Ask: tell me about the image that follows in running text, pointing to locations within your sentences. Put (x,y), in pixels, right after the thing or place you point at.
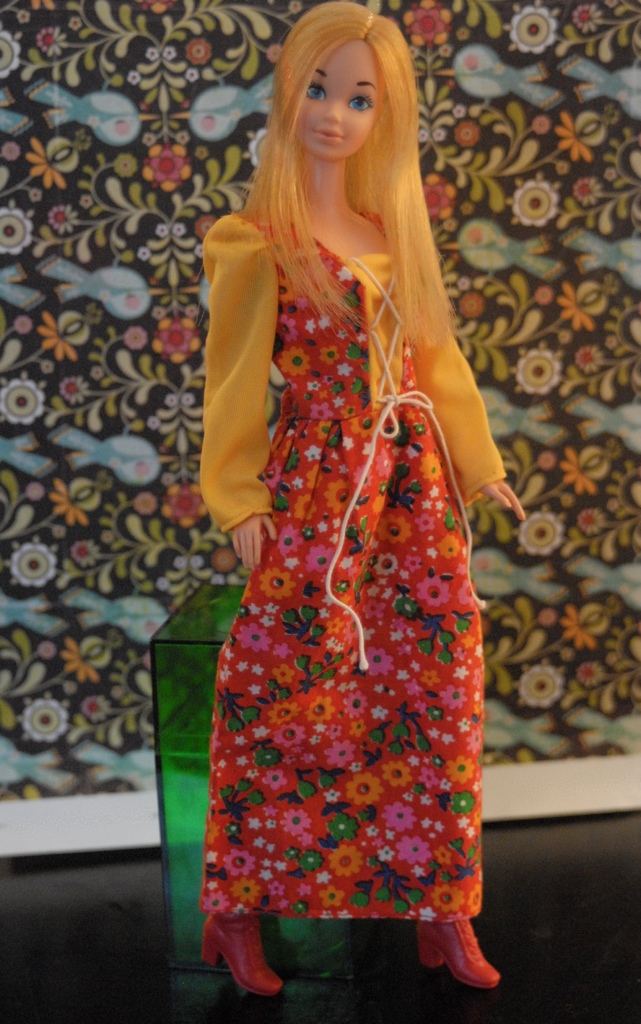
In this image, there is a doll (376,469) in front of the box (188,745). There is a design (97,497) behind the doll (253,312).
